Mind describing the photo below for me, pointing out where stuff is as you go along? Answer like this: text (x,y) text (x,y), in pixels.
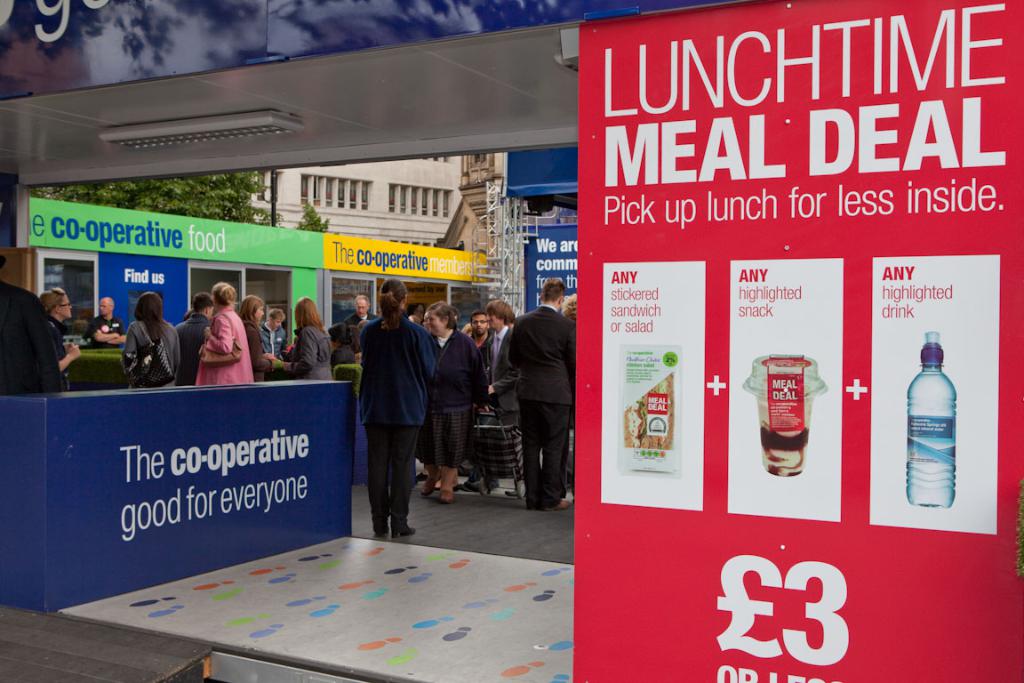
In this image we can see a red color banner (770,516). Beside so many men (503,353) and women (442,357) are standing. Background of the image (456,197) building (444,201) and tree (216,207) is present.
